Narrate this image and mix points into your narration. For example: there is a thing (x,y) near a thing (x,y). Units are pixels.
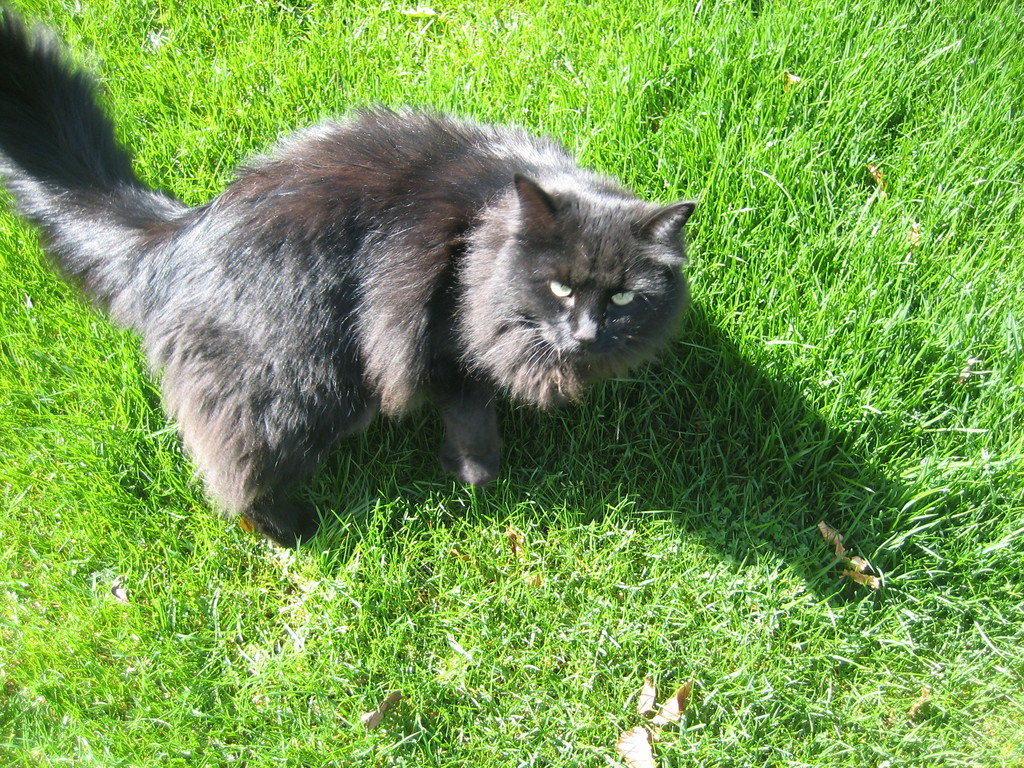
In the center of the image (466,346), we can see a cat (348,370) and at the bottom (386,591), there is ground (627,507) covered with grass (728,359).
